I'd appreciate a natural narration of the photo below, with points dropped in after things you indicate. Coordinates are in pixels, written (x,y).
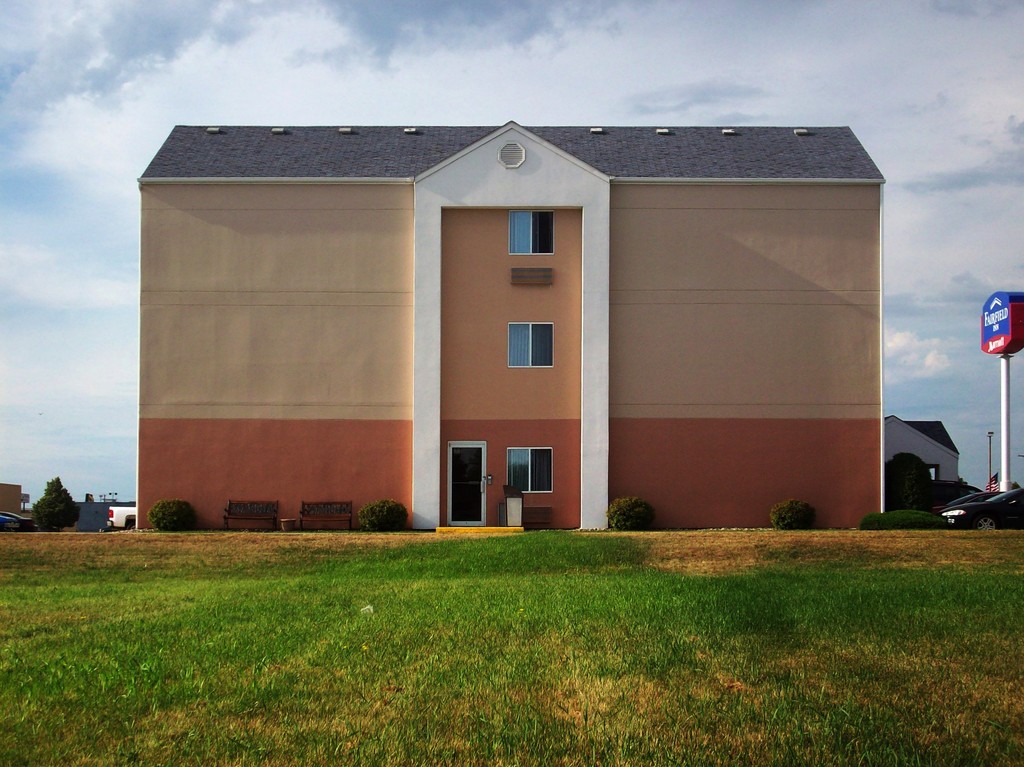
This image consists of a building (445,403) along with the windows (533,482) and a door (460,491). At the bottom (511,660), there is green grass (680,668). On the left (27,530), there are cars (9,528). On the right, there is a board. At the top (808,79), there are clouds (224,99) in the sky (42,23).
